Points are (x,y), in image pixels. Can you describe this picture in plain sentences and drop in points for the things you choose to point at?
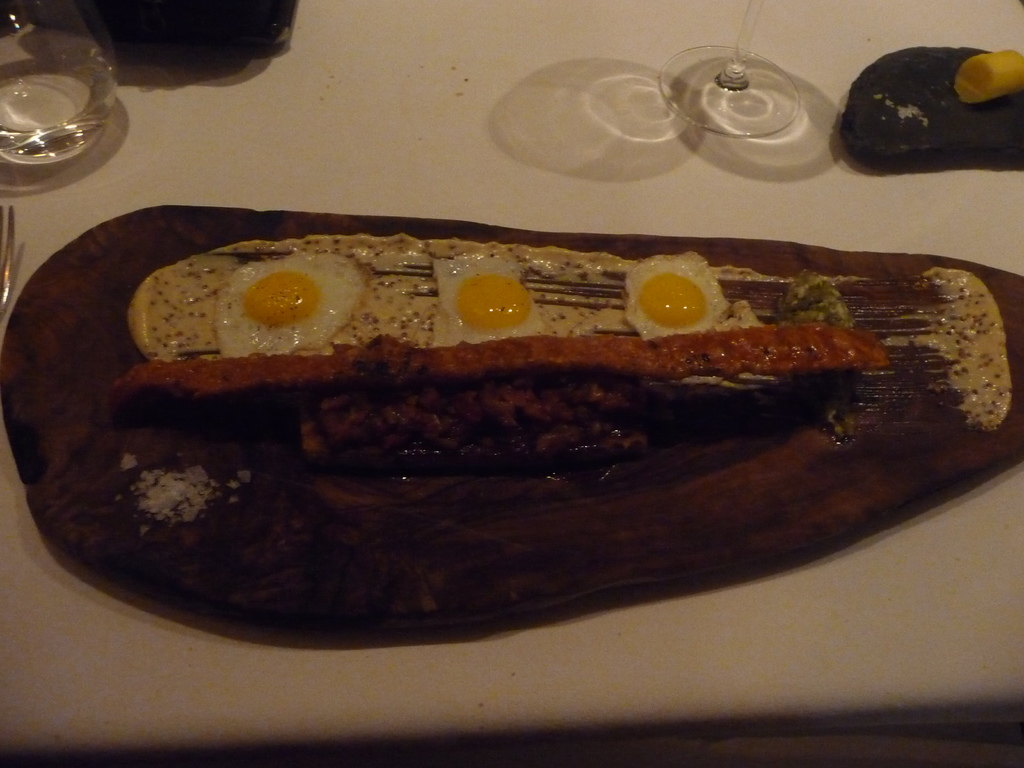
In this image we can see food items (361,455) on a wooden surface (870,416). There are glasses (717,104), fork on white color table (66,648).
